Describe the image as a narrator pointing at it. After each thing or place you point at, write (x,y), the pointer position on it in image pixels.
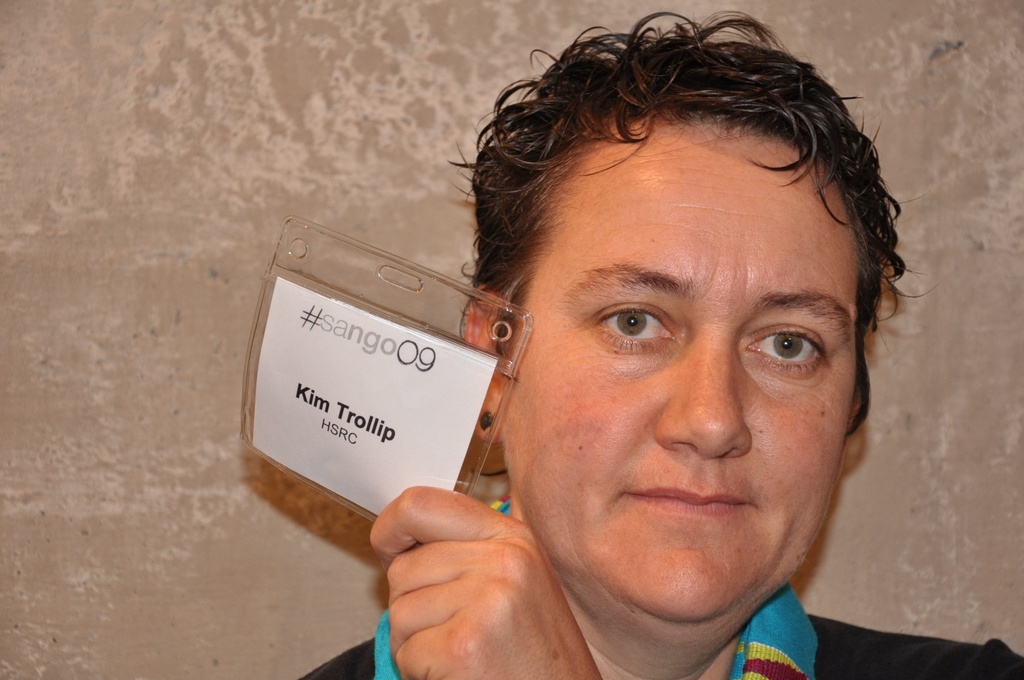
In this image we can see a person (705,630) wearing black dress (860,651) is holding a card (451,393) in his hand (457,544).
